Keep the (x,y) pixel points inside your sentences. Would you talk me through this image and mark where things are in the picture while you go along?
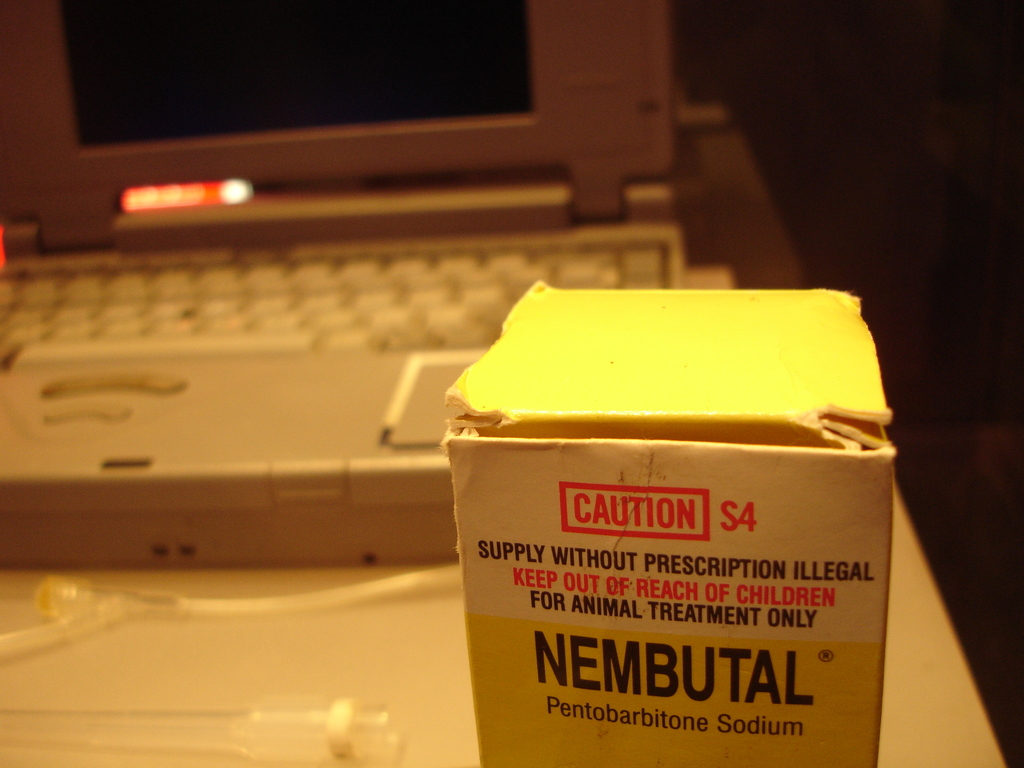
In this image, we can see a table (970,699). On that table (970,699), we can see a box (643,729), laptop (316,362) and few glass pipes (250,728). On the right side (937,189), we can see black color.
